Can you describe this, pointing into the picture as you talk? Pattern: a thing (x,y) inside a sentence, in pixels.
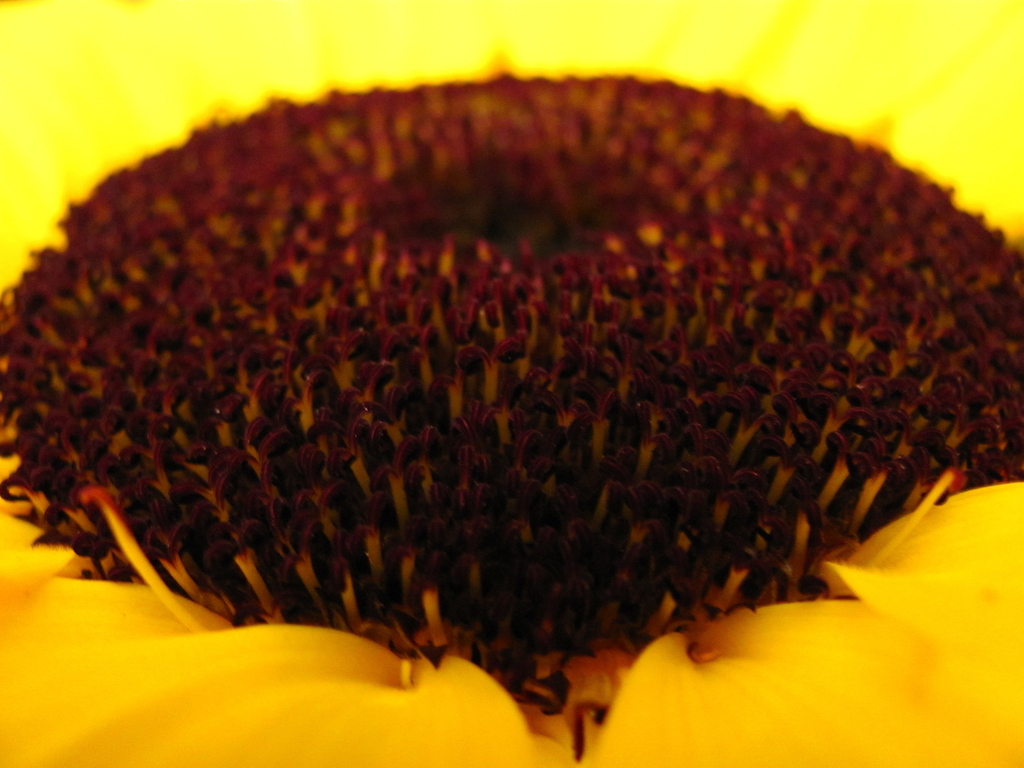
In this picture we can see yellow color flower (728,570), there are disk florets (554,354) in the middle (586,405).
